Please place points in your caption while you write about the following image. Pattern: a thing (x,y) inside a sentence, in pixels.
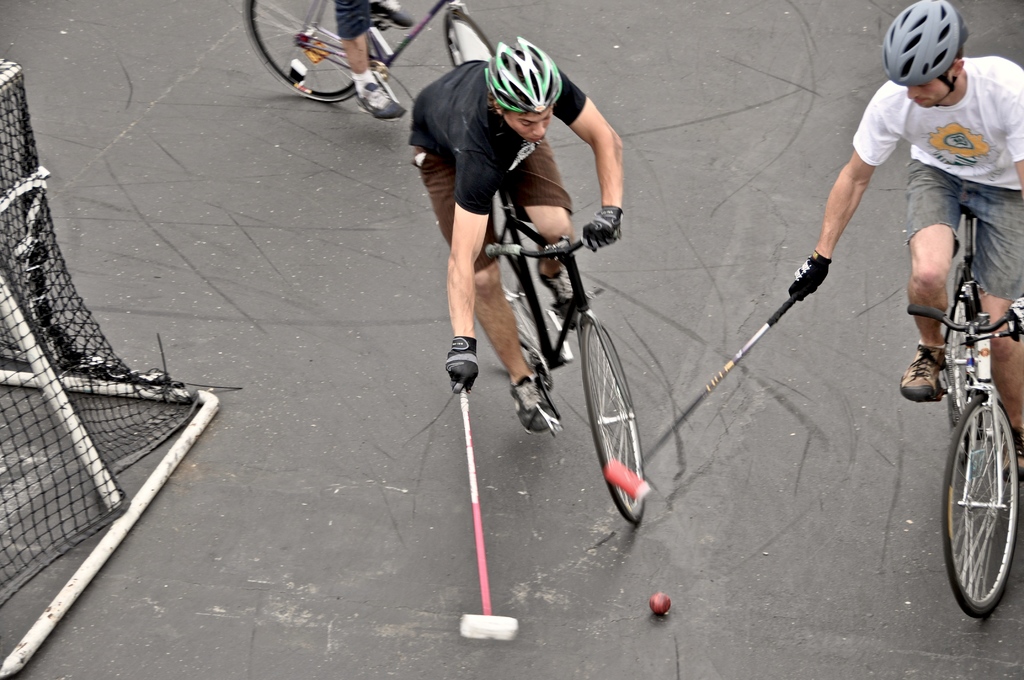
This picture is clicked outside. In the center (564,233) we can see the group of persons (949,169) playing bicycle polo by riding the bicycles (502,233) and holding the mallets (476,477) and we can see the ball (658,596) lying on the ground (720,551). On the left (84,374) we can see the metal rods (48,362) and the net (10,261).
